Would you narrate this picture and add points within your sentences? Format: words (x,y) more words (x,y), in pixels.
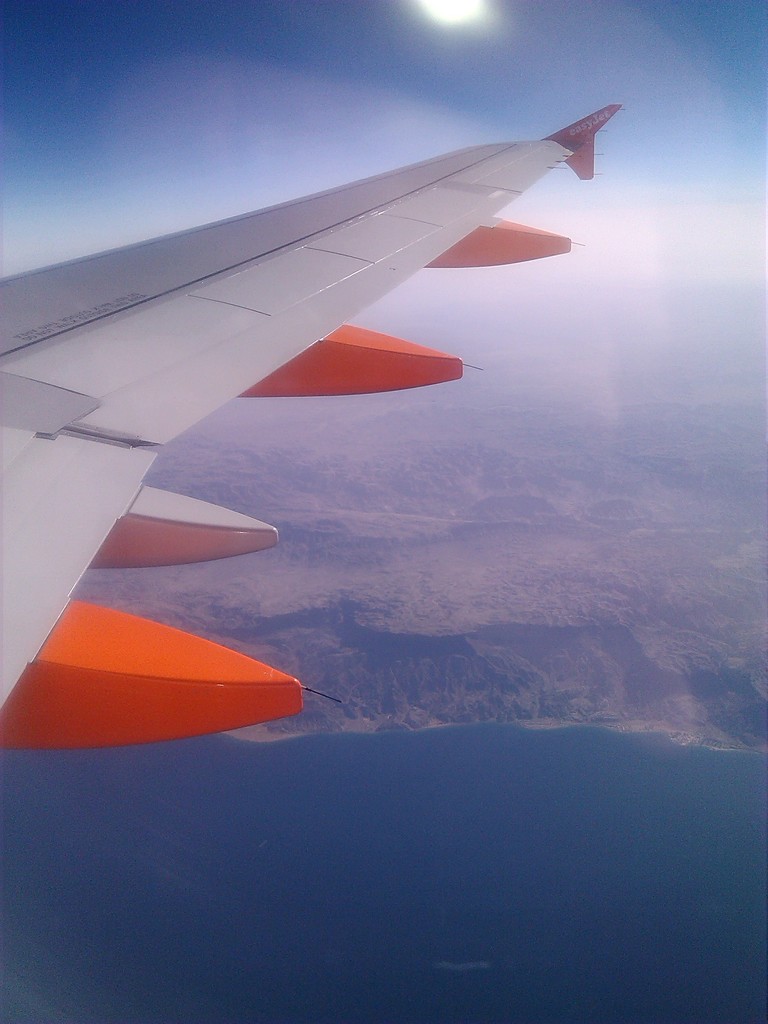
There is an airplane (203,558), the image is captured from the airplane (206,540). There are beautiful mountains (467,722) and a sea (409,758) on the ground (436,675).
